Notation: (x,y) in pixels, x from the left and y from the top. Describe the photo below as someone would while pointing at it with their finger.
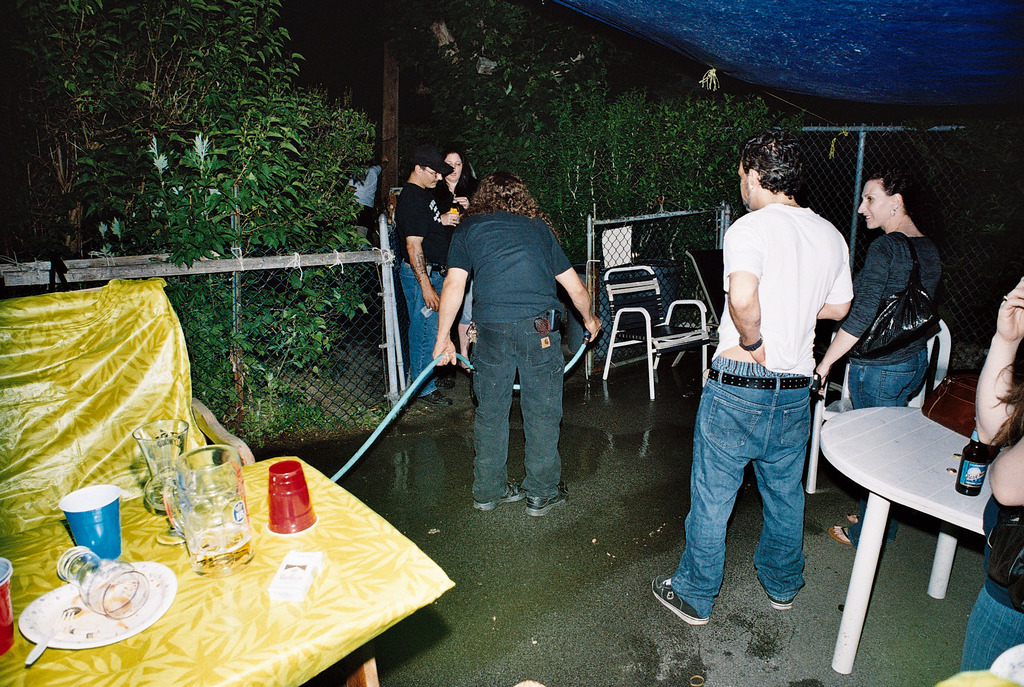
Here we can see trees (487,104). On a table (123,662) we can see glass (234,543), plate (157,574) and drinks (222,553) with glasses (209,574) and a cigarette box (270,594), bottle (968,445) and a bag (958,427). Here we can see few persons (746,362) standing. These are empty chairs (699,307). We can see this person (489,387) holding a blue colour pipe (460,360) in his hands (591,329). This is a mesh (681,258).
